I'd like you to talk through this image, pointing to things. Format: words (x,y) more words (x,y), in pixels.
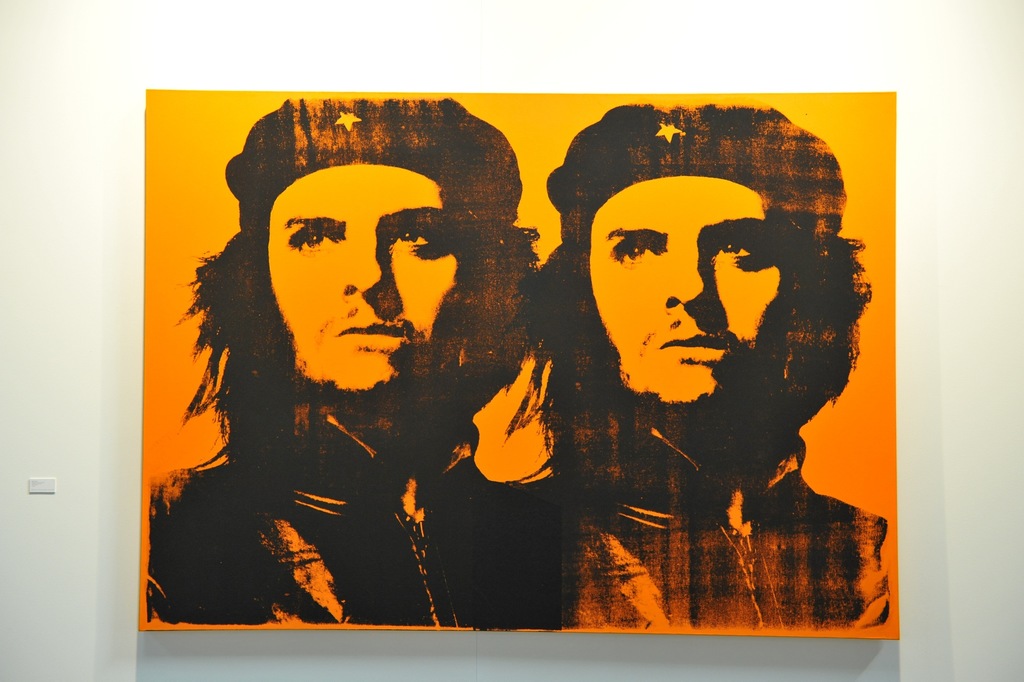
Here I can see a frame (610,413) which consists of two images (334,264) of same person (506,264). This is attached to a wall (989,392).
